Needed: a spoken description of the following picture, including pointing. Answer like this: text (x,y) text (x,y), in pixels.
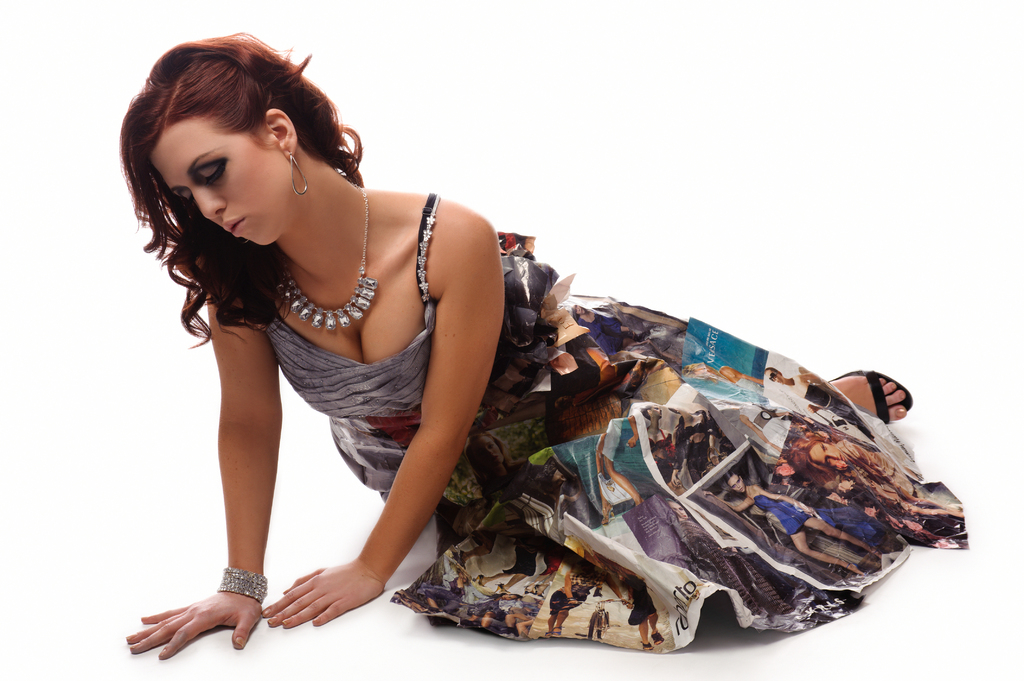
In the center of the image (536,238) there is a lady (215,59).
